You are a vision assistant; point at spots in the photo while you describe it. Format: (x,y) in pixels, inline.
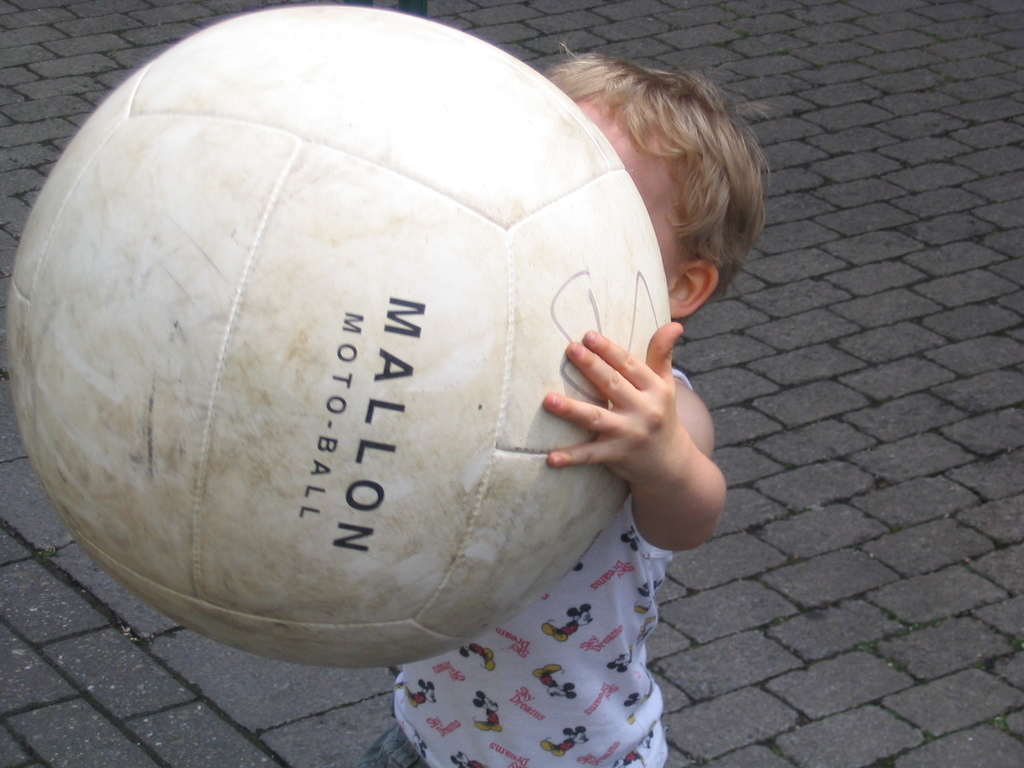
In this image, there is kid (556,712) wearing clothes (512,664) and holding a ball (313,399) with his hands (588,419).
